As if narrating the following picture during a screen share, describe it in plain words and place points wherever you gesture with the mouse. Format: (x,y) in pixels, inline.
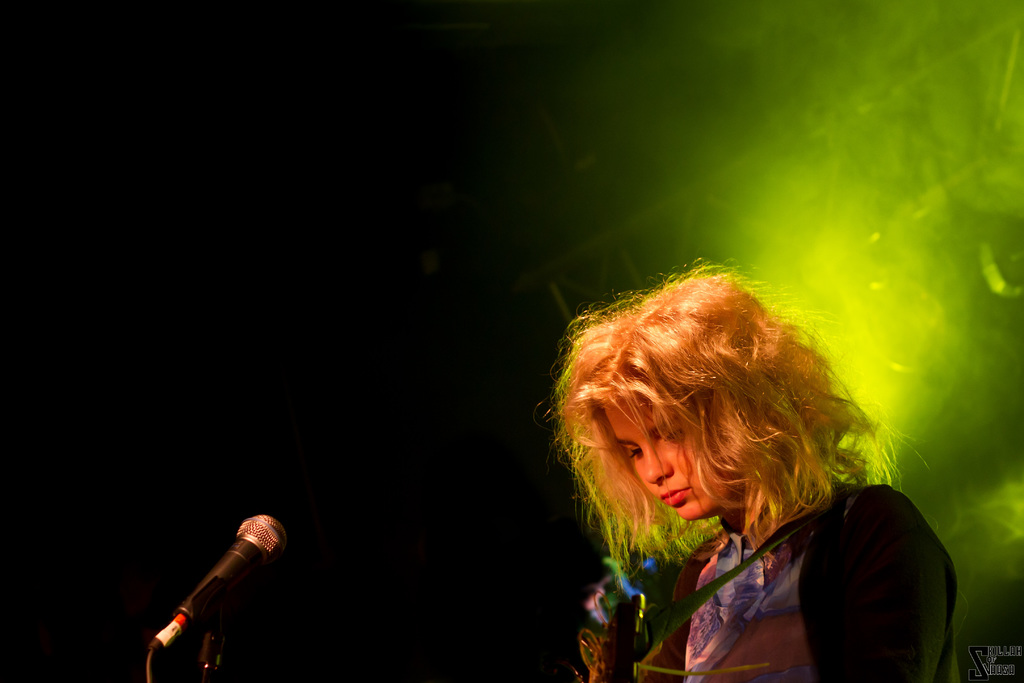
On the right side of the image (878,516) there is a girl (836,491) standing. She is wearing a blue dress (731,614). There is a mic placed before her. In the background (809,304) there is a light (840,297).
